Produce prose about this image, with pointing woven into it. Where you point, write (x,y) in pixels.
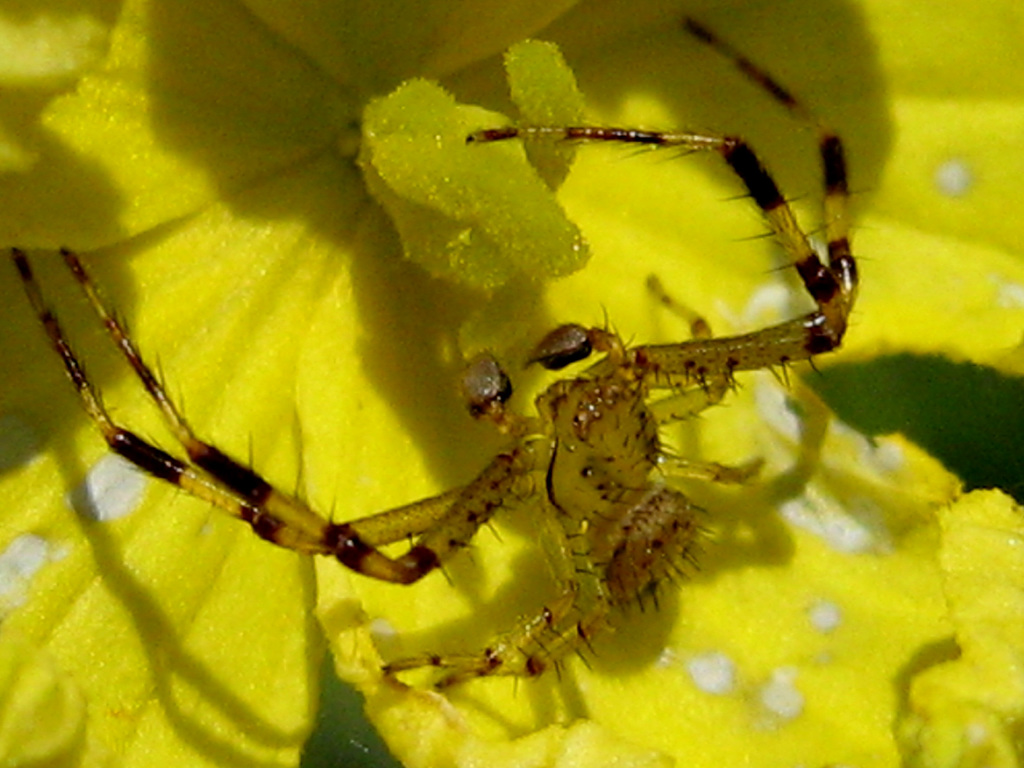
In this image there is an insect (619,454) on a flower (349,322). In front of the insect (629,535) there are pollen grains (461,209). In the background (403,44) there are petals (757,660) of the flower (773,583).
